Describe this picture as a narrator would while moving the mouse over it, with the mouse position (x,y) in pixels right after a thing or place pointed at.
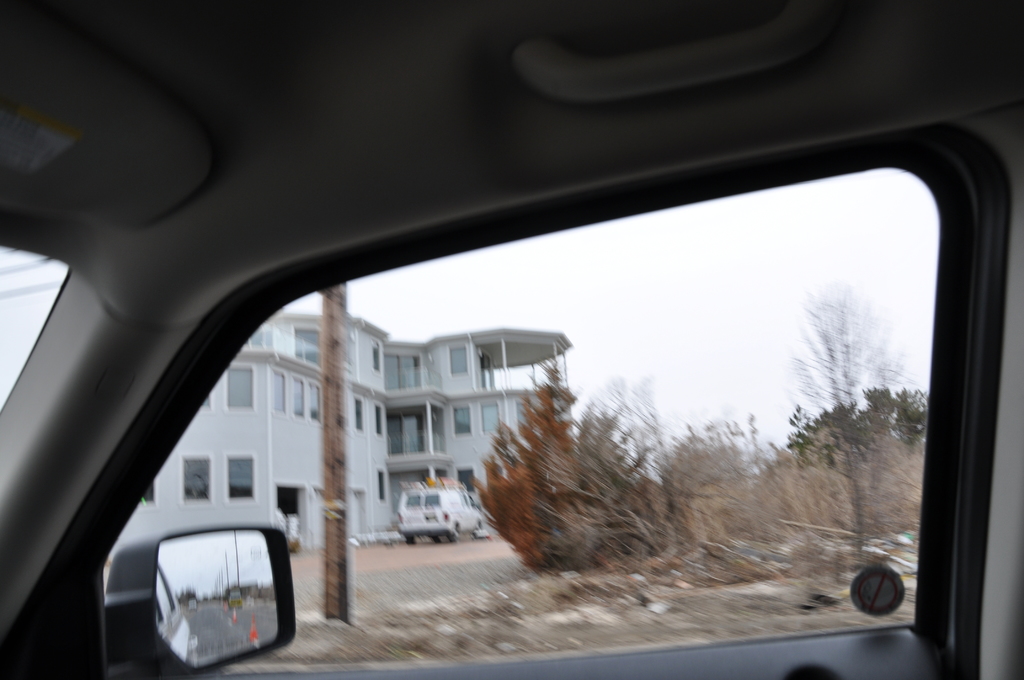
This is an inner view of a vehicle (926,598), which is having a side door (650,658). This side door (633,657) is having a glass window (445,576). Through this window (145,530), we can see there is a side mirror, a building (456,369) which is having windows (299,416), there is a vehicle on the road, there are trees (594,460), plants (810,494) and there are clouds (709,276) in the sky (710,315).
